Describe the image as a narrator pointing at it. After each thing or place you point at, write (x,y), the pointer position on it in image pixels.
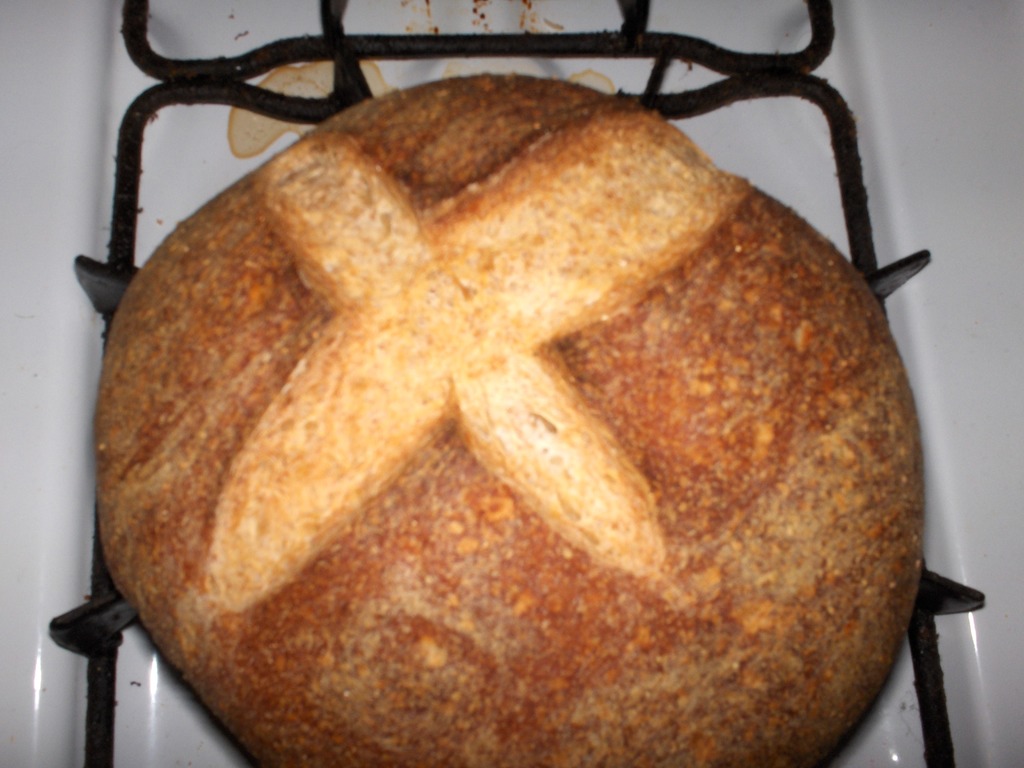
In this image there is food (387,467) on the stand (251,105).
